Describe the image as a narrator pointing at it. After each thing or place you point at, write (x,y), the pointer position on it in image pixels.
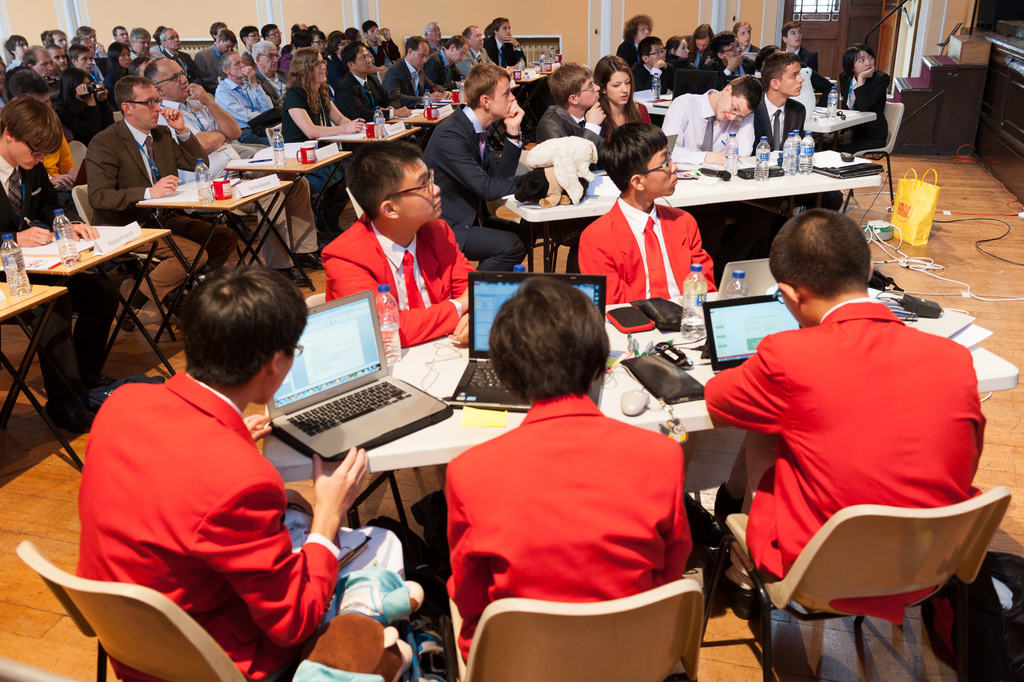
In this image I see number of people (11,52) who are sitting on chairs (893,118) and there are tables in front of them on which there are many things (19,287), I can also see a bag (926,190) over here and stairs (920,134) over here. In the background (932,43) I see the wall (726,9).
